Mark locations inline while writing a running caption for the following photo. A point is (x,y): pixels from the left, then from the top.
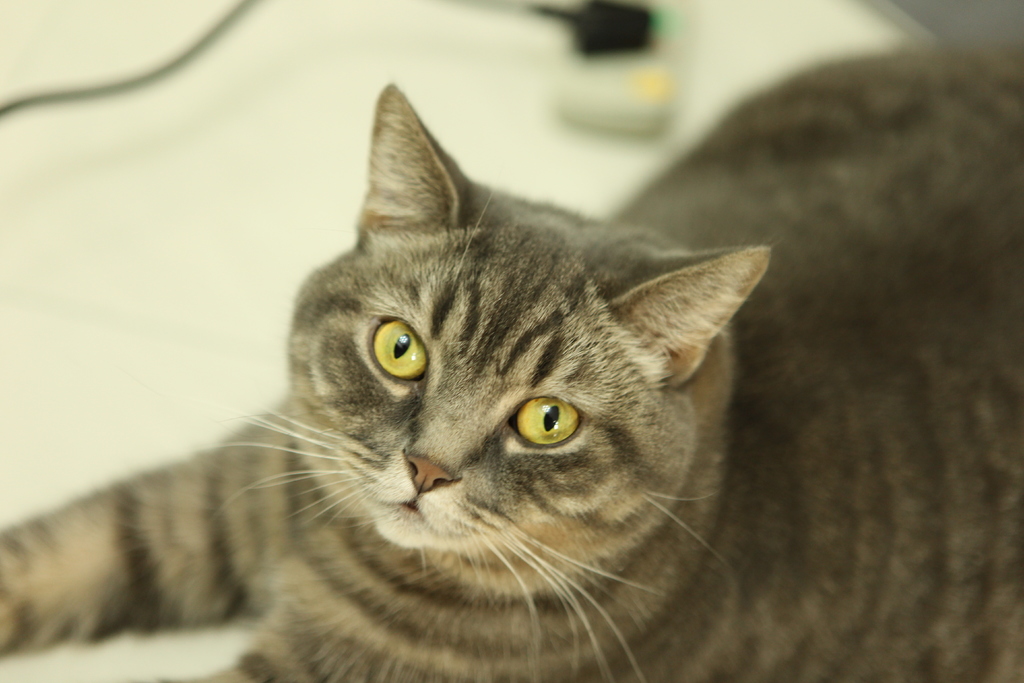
In this picture I can see a cat (236,593), and there is blur background (22,130).
